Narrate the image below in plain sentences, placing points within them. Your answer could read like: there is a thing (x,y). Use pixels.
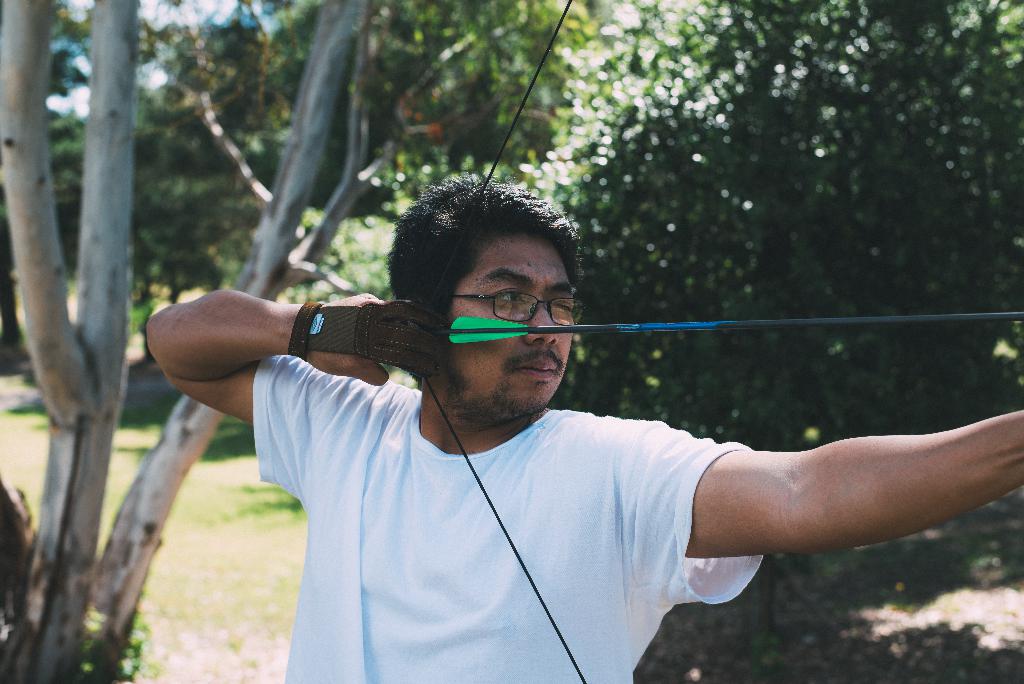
In this image, we can see a man (640,538) standing and holding a bow (580,672) and an arrow (491,331), in the background (358,141), we can see some trees (231,94).
